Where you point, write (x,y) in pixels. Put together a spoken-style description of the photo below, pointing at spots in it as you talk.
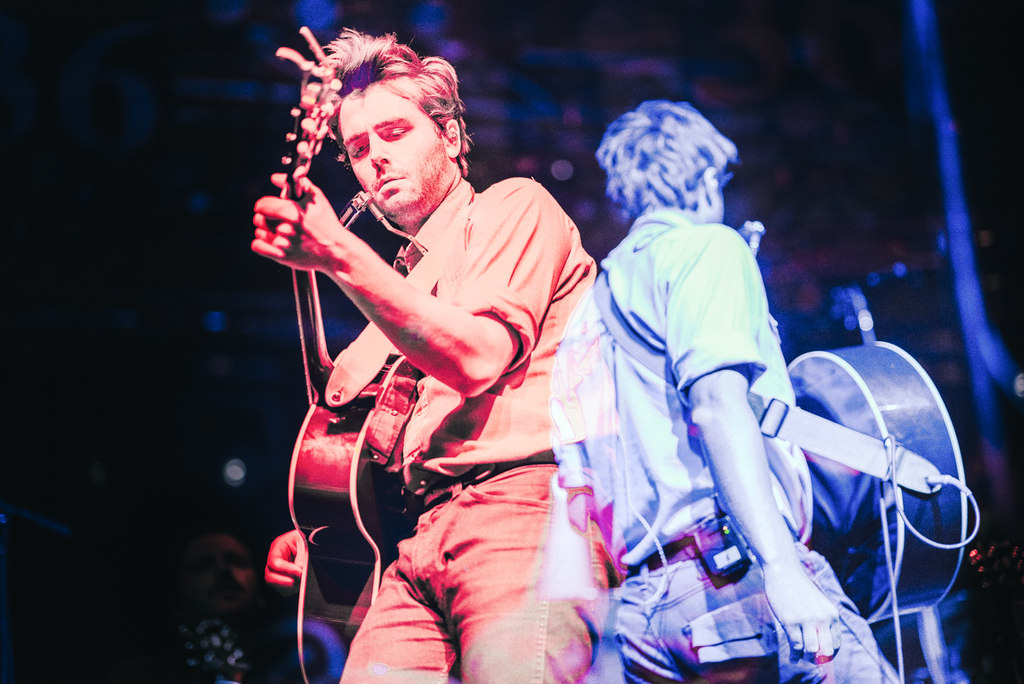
Two persons (652,408) playing guitar (895,426).
